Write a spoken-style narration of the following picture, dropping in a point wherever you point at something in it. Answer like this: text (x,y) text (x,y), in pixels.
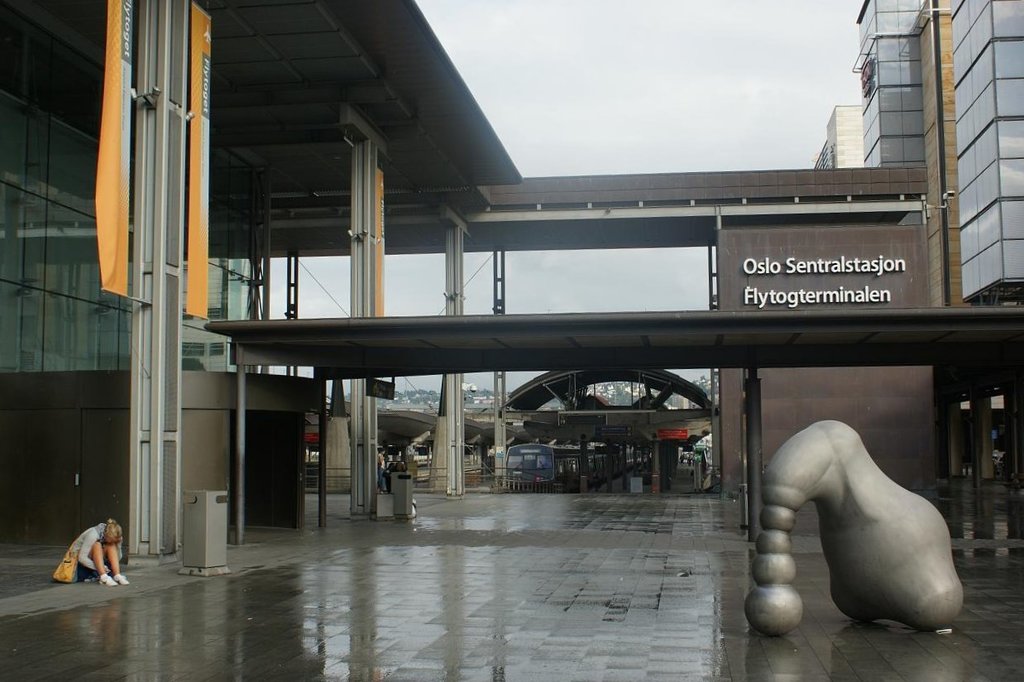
On the right side of the image (993,11) there is a building (897,179), wall (906,187), pole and statue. On the left side of the image (270,42) there is a building (326,148), iron poles (136,175), girl (104,557) and a dustbin (196,527). In the background (567,464) there is a train (554,465), station (571,426), sky (568,290) and clouds (588,120).
